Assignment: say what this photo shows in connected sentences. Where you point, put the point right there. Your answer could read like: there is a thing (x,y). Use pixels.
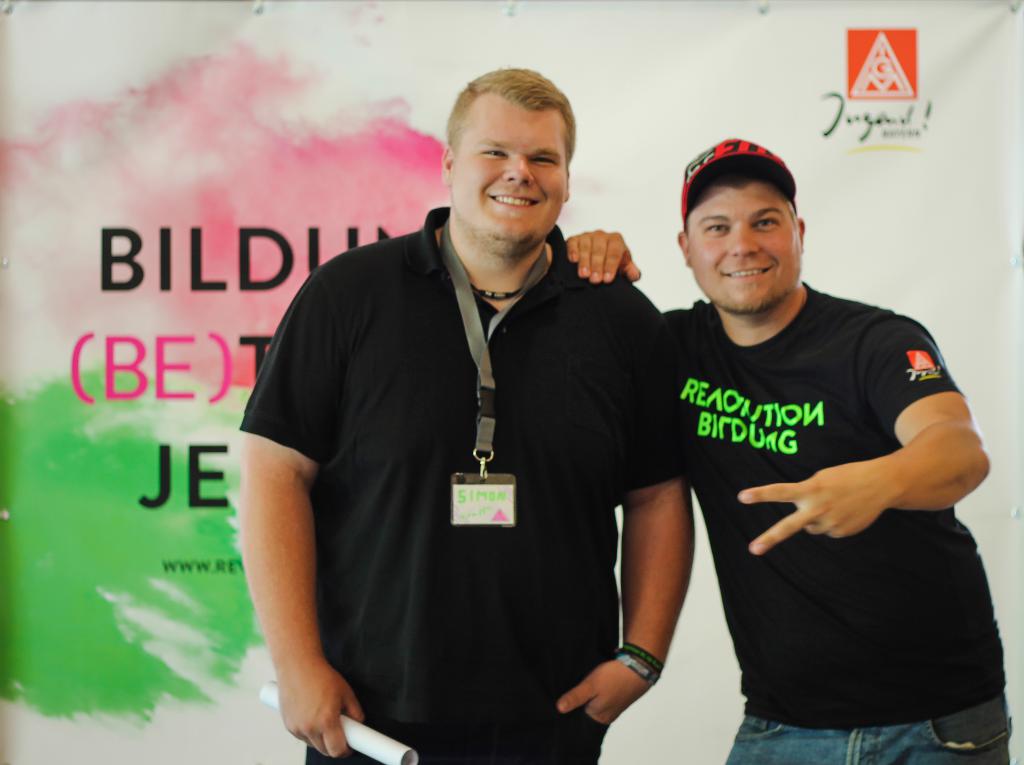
In this image I can see in the middle (412,288) two men (601,520) are standing, smiling and also they are wearing black color t-shirts (599,508). In the background (222,446) it looks like a banner (452,99).
